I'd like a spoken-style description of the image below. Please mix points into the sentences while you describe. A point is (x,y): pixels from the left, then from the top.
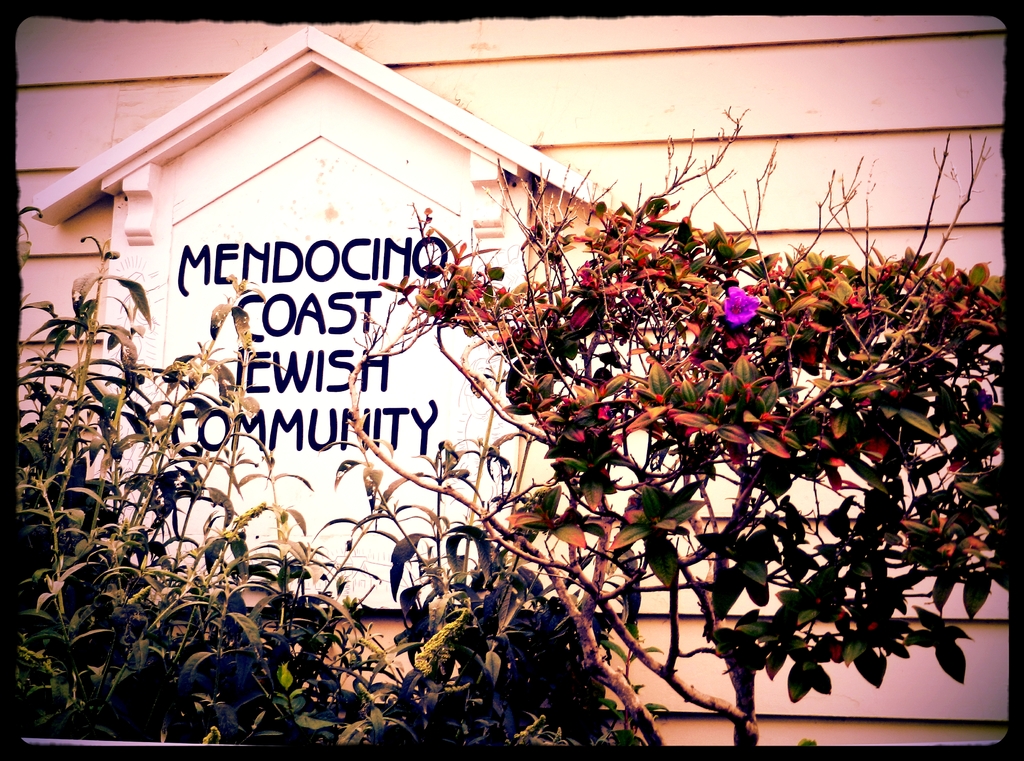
In this image we can see plants (399,542), background (340,106) white color wall (348,145) is there with some text (310,364) written on it.
